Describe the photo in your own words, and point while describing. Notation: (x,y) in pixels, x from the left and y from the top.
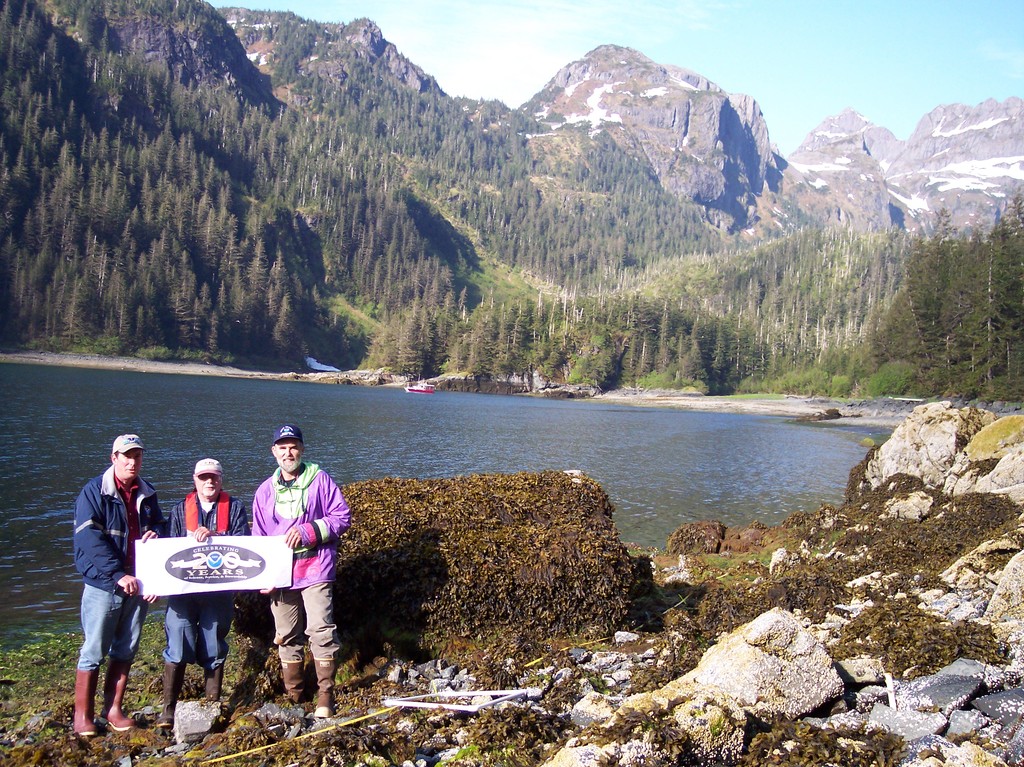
On the left side of the image (99,498) we can see three people (190,618) standing and holding a board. At the bottom (371,593) there are rocks (783,621) and we can see water (573,424). In the background (376,247) there are trees (603,226), hills (624,121) and sky (726,82).
